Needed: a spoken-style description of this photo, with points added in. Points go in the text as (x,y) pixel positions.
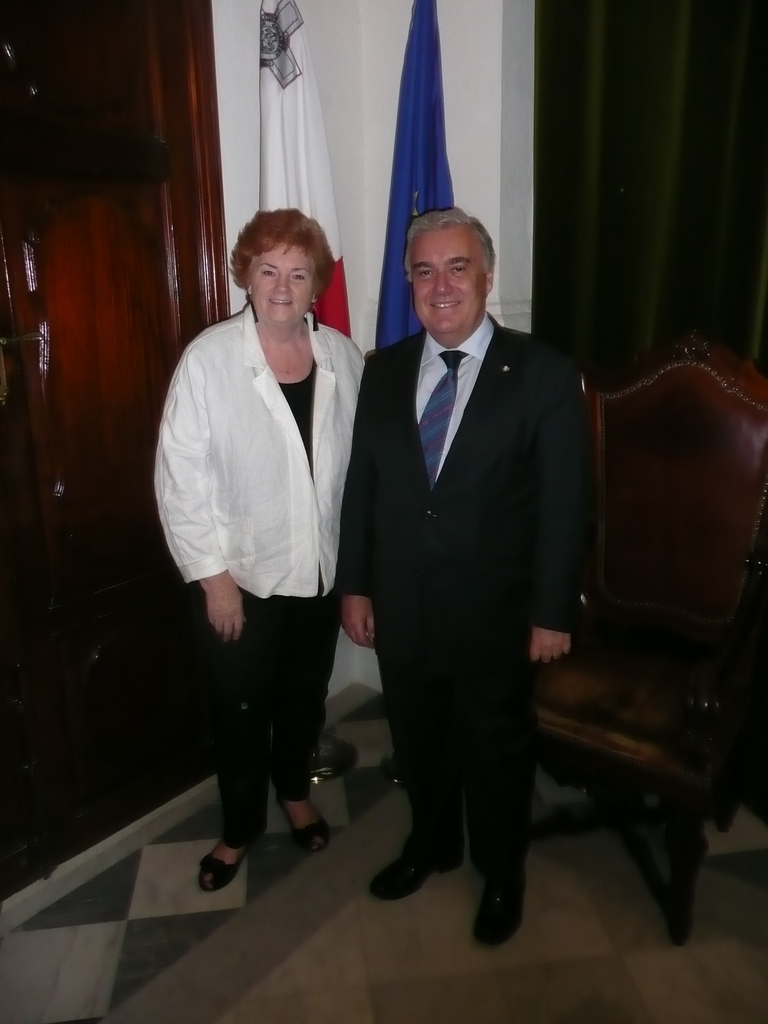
In this picture we can see man (378,416) and woman (312,545) standing and they are smiling and beside to them we have chairs (739,656), door (50,541) and at back of them two flags (395,150).
